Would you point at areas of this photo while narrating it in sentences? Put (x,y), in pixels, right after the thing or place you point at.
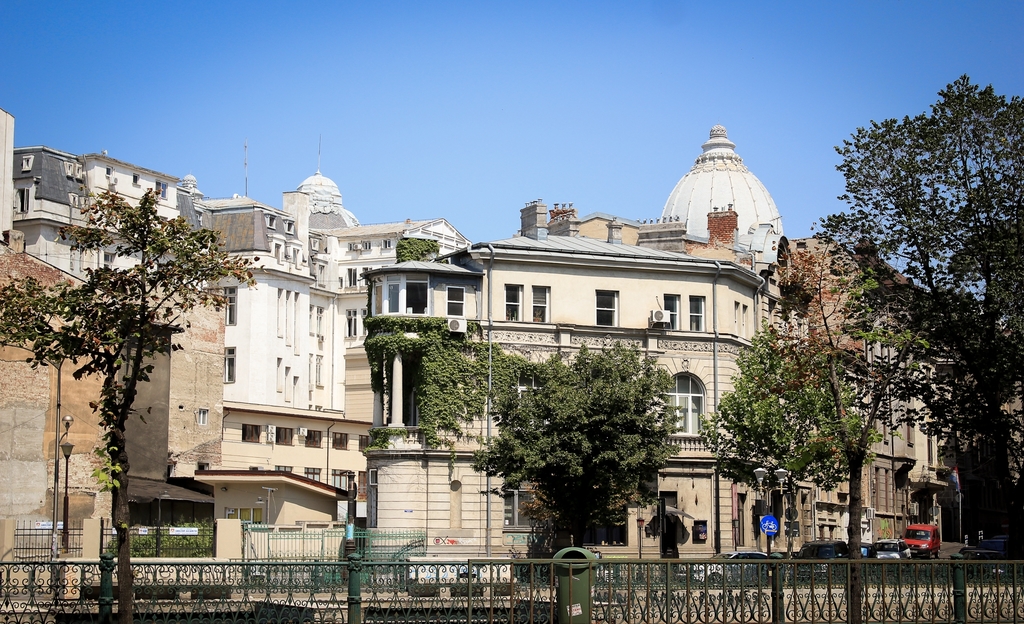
In the image there are buildings (55,200) in the back (664,469) with trees (756,466) in front of it and vehicles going on the road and above its sky (404,53).
